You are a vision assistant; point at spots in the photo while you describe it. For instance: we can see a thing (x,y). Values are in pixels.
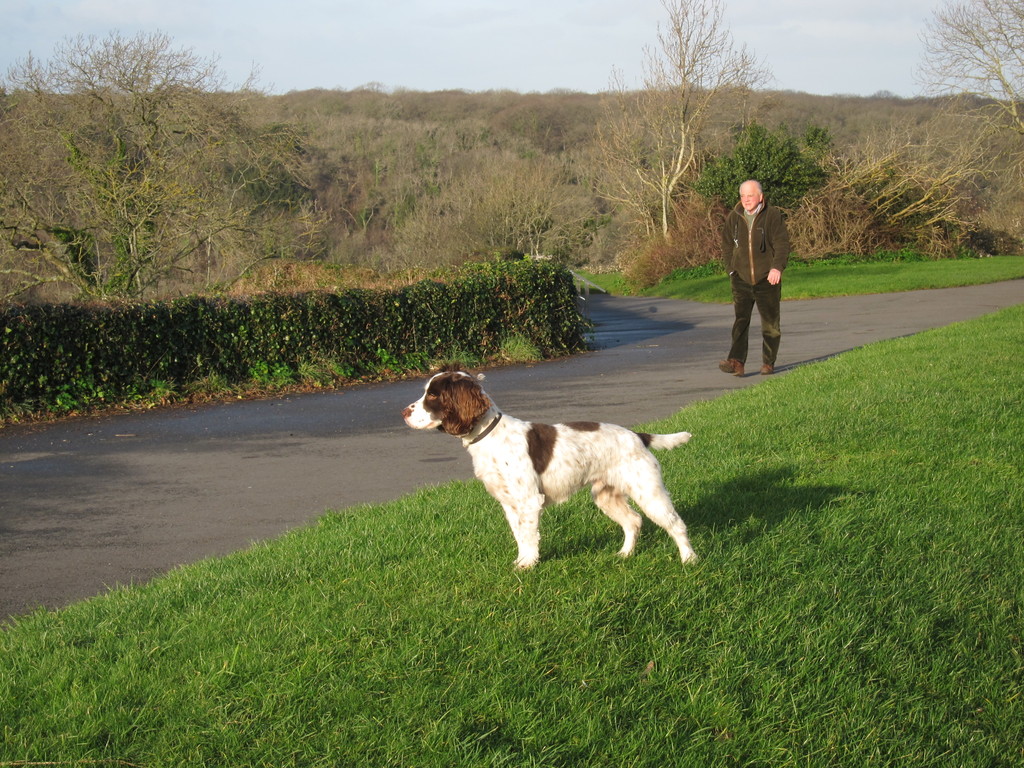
In this picture we can see a dog (605,489) on the grass (593,547) and a man (752,195) walking on the road (563,388). In the background (465,221) we can see trees (382,257), plants (384,338) and the sky (573,43).
